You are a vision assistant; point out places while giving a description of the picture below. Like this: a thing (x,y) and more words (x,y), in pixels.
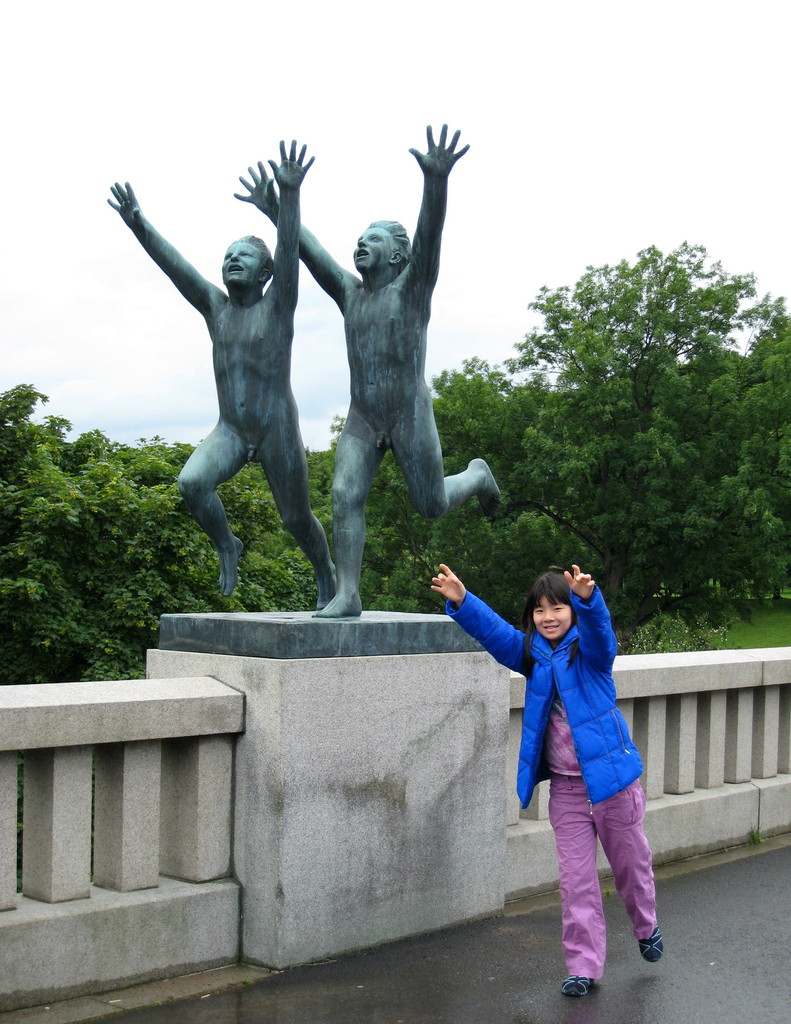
In this image I can see a person (600,752) walking wearing blue color jacket (595,787), pink pant (621,875). I can also see two statues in gray color, background (716,500) I can see trees (610,426) in green color and the sky (487,114) is in white color.
